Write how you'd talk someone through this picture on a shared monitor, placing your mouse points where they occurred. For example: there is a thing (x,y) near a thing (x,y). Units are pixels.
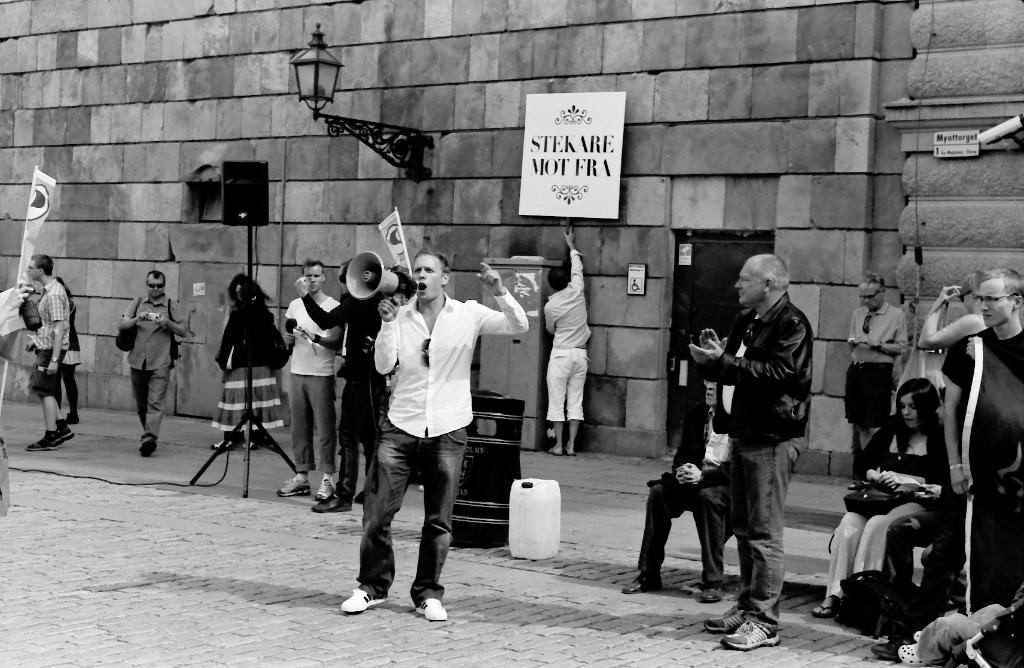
This is a black and white image. At the bottom of this image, there are persons (390,323) in different color dresses (390,338). Two of them are sitting on chairs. One of rest is holding a mic (374,257) with a hand (388,307), standing on a road (460,549) and speaking. In the background (130,181), there are persons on a footpath (241,456), there is a speaker (253,204) attached to a stand (249,258), there is a hoarding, a light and a nameplate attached to the brick wall (716,63).
